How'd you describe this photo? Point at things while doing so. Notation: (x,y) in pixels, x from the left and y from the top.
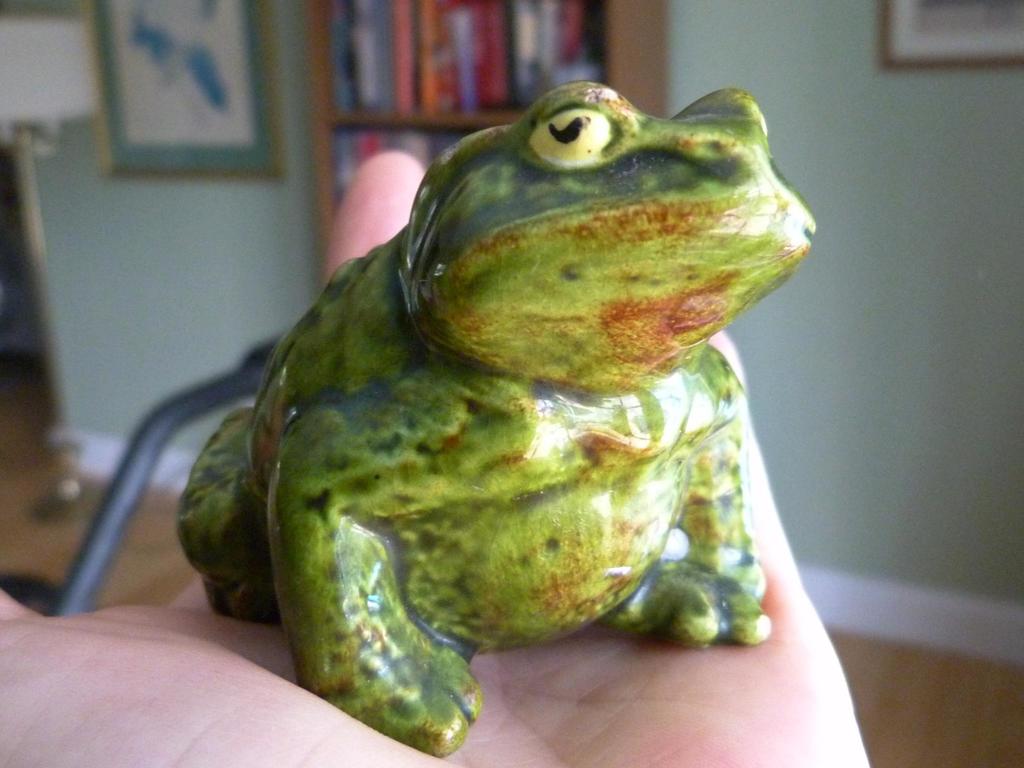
In this image I can see the toy frog (416,434) on the person's hand (491,726). In the background (353,133) I can see the cupboard (357,121) and the frames (264,9) to the wall (1005,182).
